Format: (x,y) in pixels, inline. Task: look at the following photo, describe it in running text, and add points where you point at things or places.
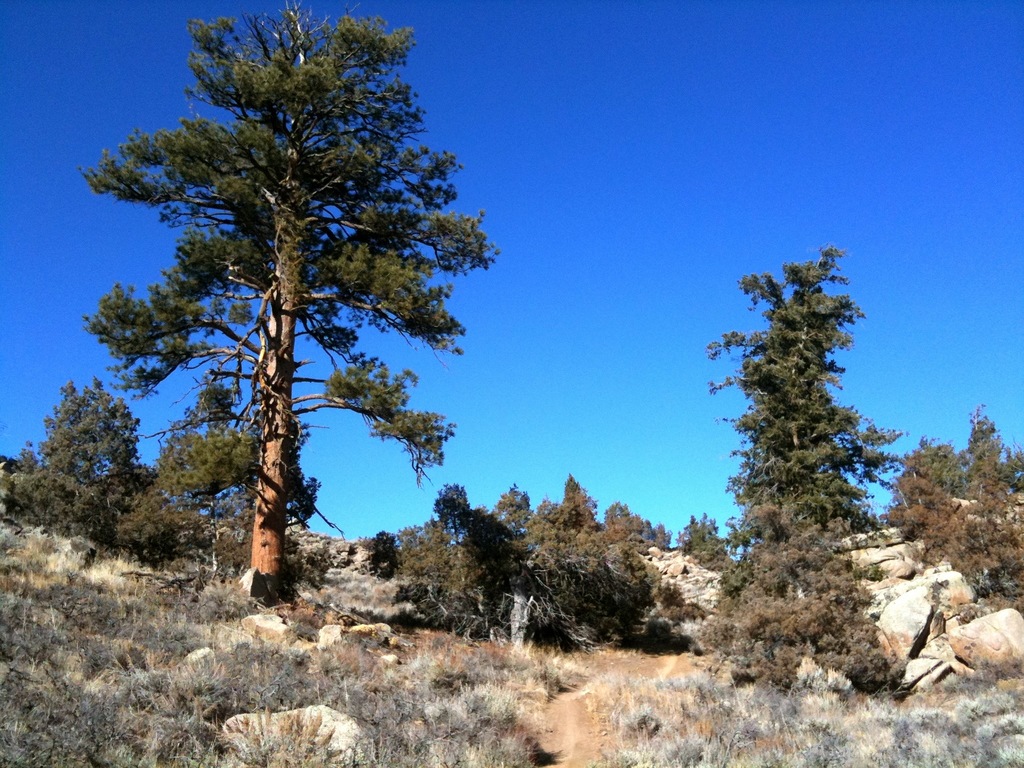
In this image, we can see so many trees (498,592), plants (468,614), stones (939,577), ground (551,735). Background (457,450) there is a clear sky (693,312).
